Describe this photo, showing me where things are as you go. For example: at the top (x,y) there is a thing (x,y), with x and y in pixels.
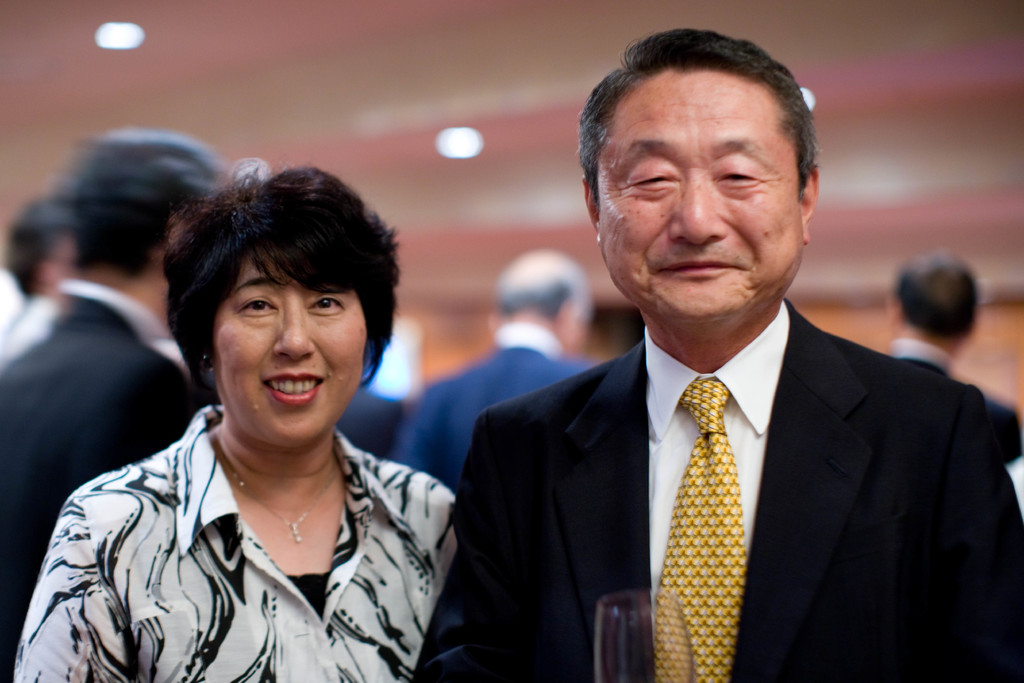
In front of the picture, we see a man (850,593) and a woman (294,587) are standing. Both of them are smiling and they are posing for the photo. Behind them, we see the men (554,353) are standing. In the background (634,308), we see a brown color wall (826,307). At the top (402,147), we see the lights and the ceiling (427,120) of the room (411,60). This picture is blurred in the background (553,317).
